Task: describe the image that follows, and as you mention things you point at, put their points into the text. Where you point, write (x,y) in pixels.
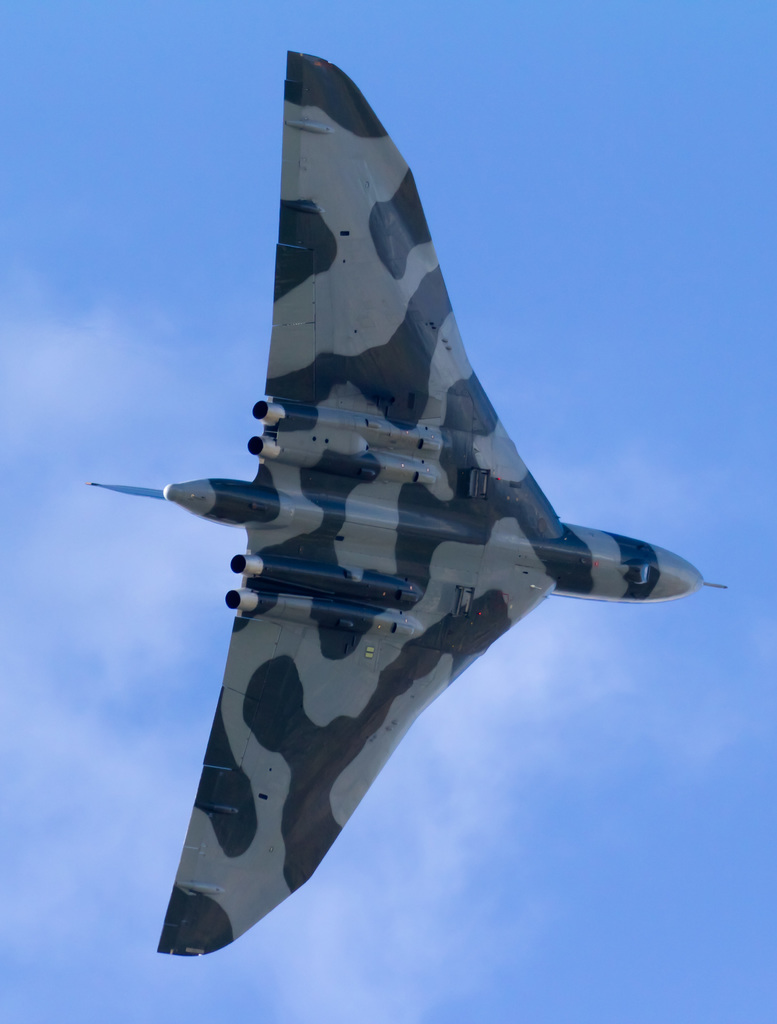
In this picture we can observe an airplane (326,542) which is in black and white color flying in the air (144,171). In the background (261,351) there is a sky (428,915) with clouds (58,573).
